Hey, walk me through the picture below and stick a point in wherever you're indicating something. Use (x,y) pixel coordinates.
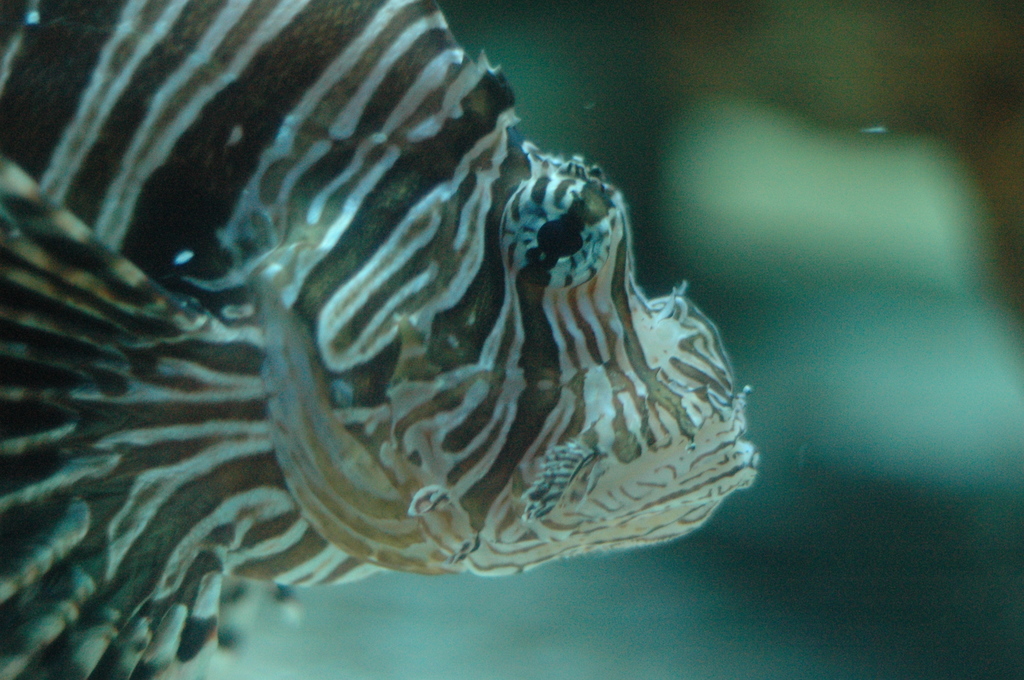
In this image we can see a fish (528,405) in the water (858,244).
